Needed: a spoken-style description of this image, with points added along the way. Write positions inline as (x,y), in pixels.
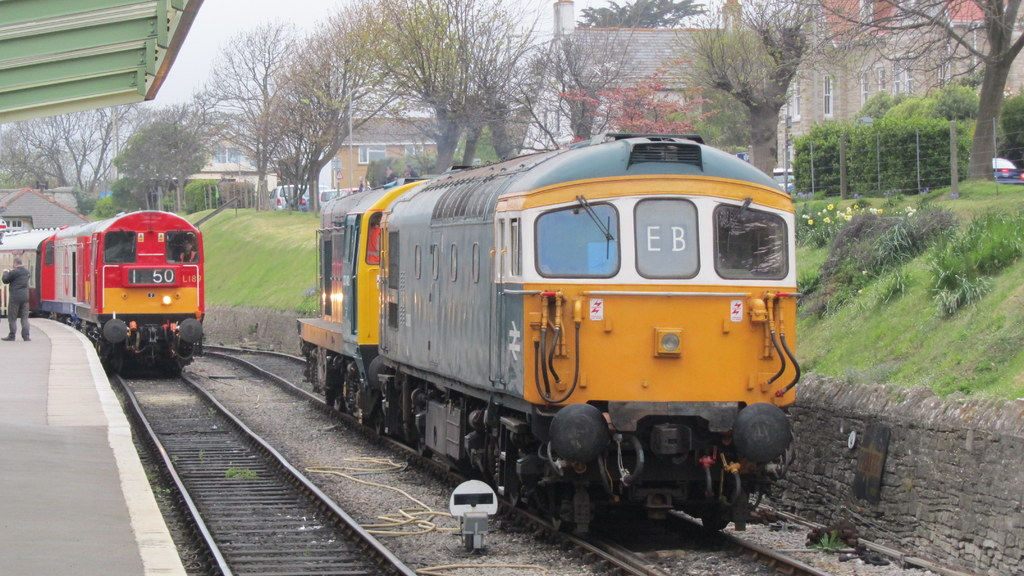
In this image, we can see two trains (421,429) are on the tracks (241,529). Left side of the image (13,303), we can see a person (28,307) is standing on the platform (70,468). Here there is a pole (467,530). Background (1003,37) we can see trees (946,38), plants (1005,152), grass (1008,234), fencing (957,140), sky (203,23) and houses (23,207) with walls (798,127) and windows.
